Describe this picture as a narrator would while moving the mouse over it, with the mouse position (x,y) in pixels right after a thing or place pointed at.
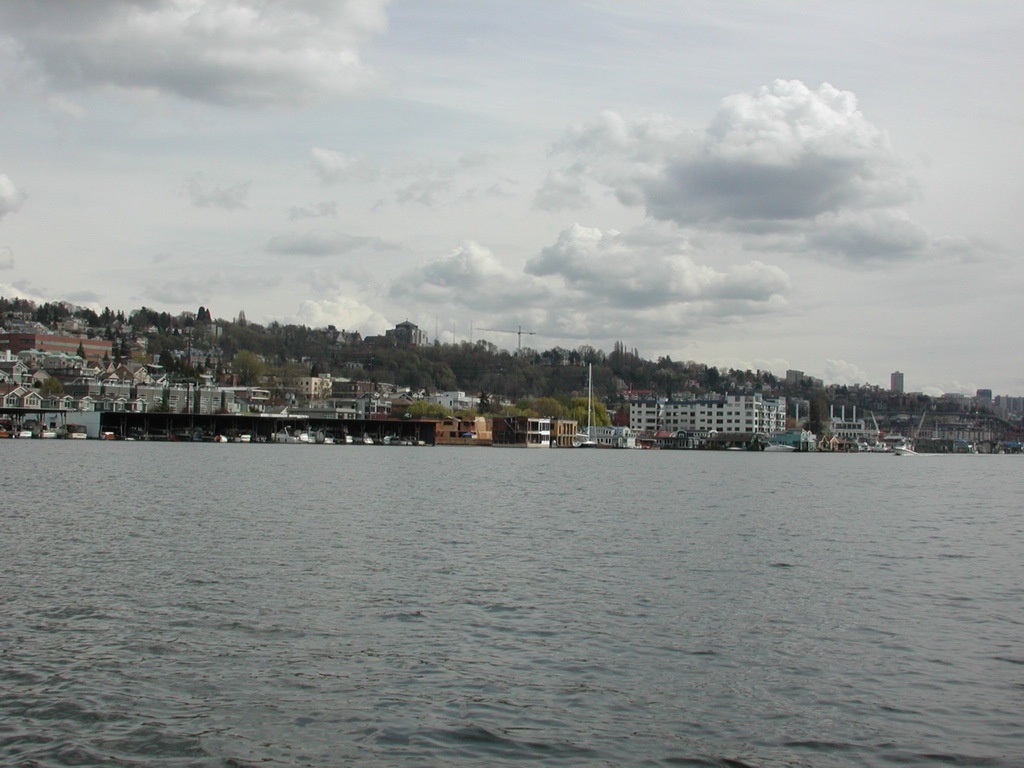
This is water (605,589). Here we can see buildings (791,436), poles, and trees (651,372). In the background (505,281) there is sky (623,257) with clouds (803,240).
